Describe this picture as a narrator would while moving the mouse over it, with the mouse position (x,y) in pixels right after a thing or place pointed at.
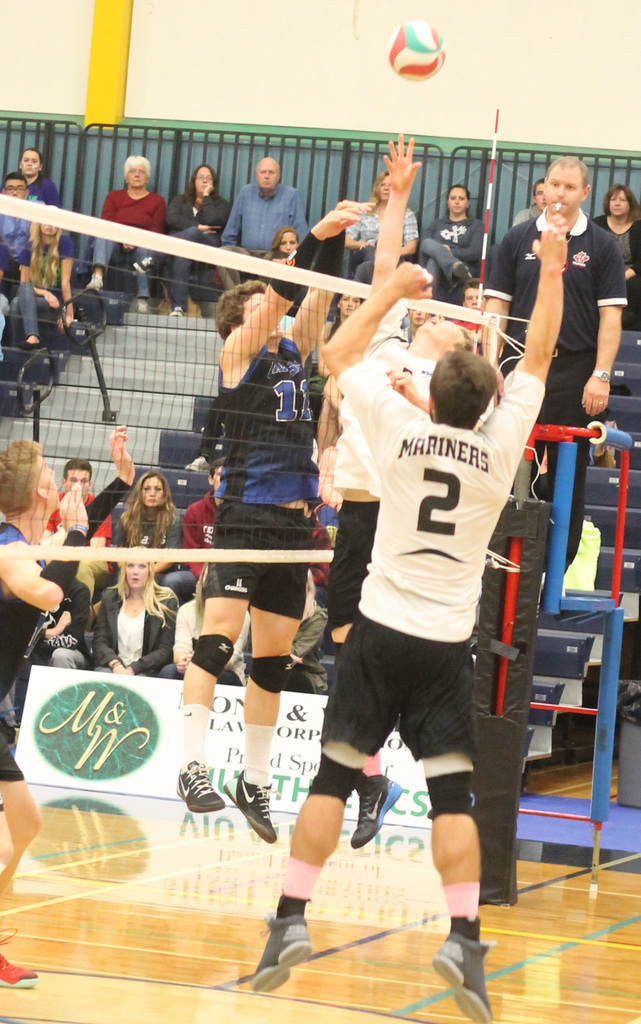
In this image few players (350,421) are playing volleyball. In the middle (232,441) there is a net (51,214). On the gallery (180,431) many people (534,214) are sitting and watching the match. Here there is ball (413,49). There is a banner (66,756) over here.
